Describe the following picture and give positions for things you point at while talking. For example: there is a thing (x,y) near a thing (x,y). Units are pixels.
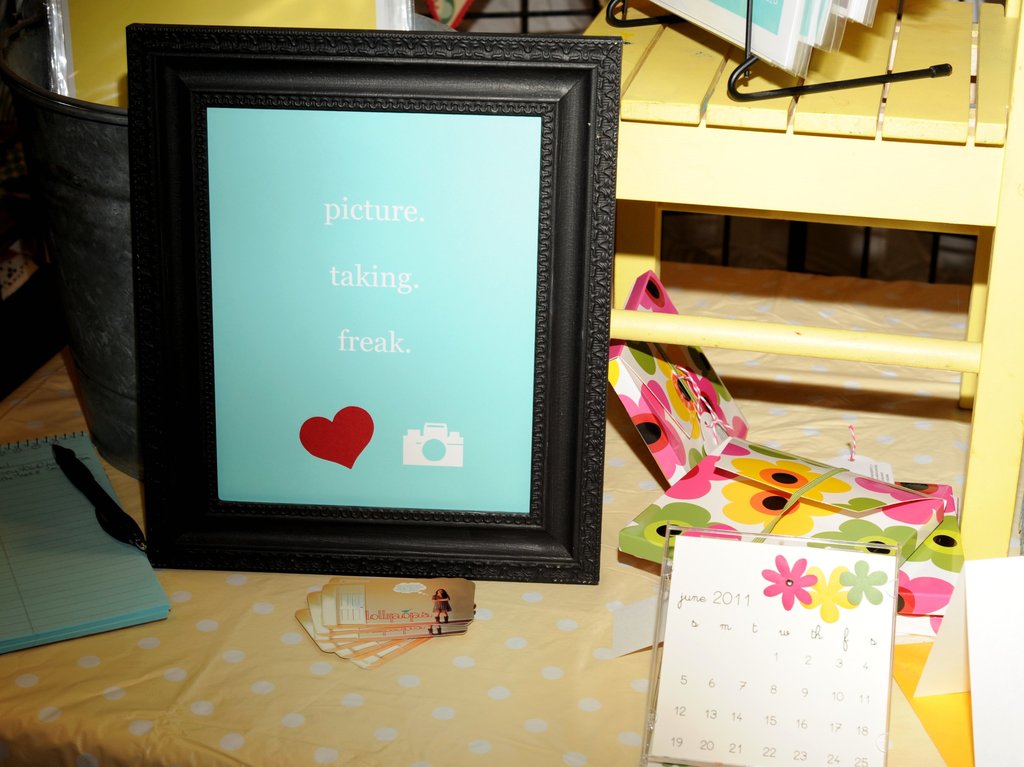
In this image I can see a frame (548,387) with some text (406,266) and a scribbling pad (112,585) and a pen (114,502) on the left side of the image (106,572) and on the right side of the image (800,594) I can see a pocket calendar (795,654) kept on a wooden table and some cards (392,621) on the table (290,648) and other objects (762,78) just behind.
